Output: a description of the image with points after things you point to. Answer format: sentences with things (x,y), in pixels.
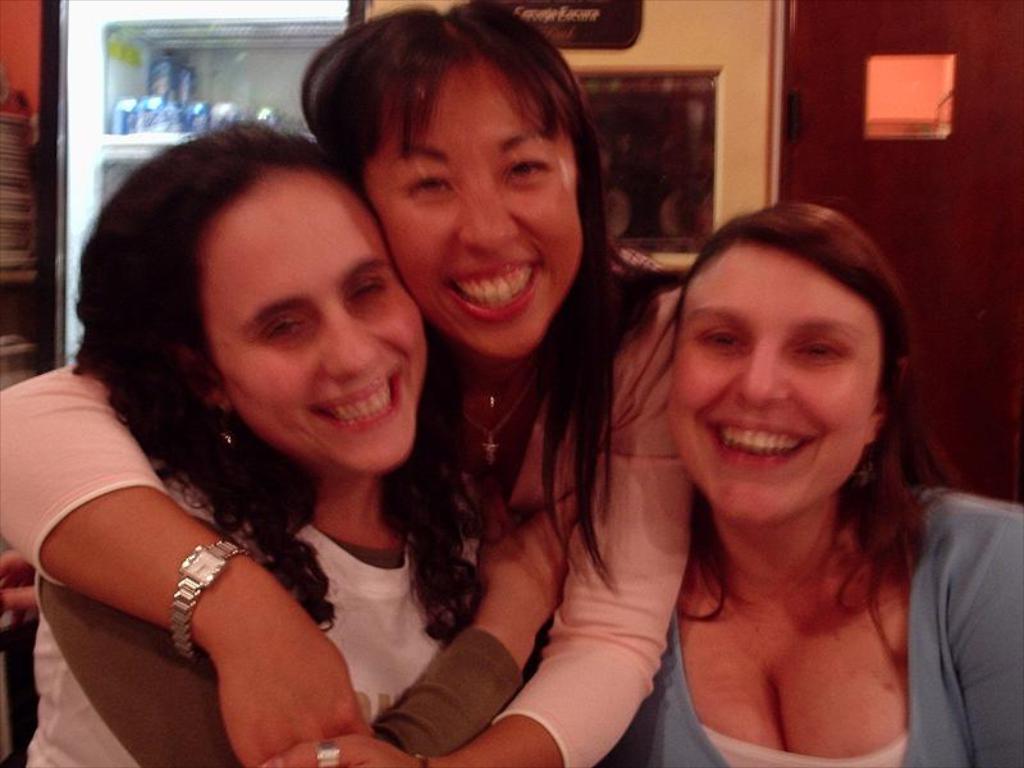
In this image there are three women (732,465) towards the bottom of the image (696,531), there is a refrigerator (85,143) behind the women (440,72), there are objects (141,115) in the refrigerator (209,78), there are objects (14,235) towards the left of the image (19,221), there is a door (899,196) towards the right of the image (936,188).
